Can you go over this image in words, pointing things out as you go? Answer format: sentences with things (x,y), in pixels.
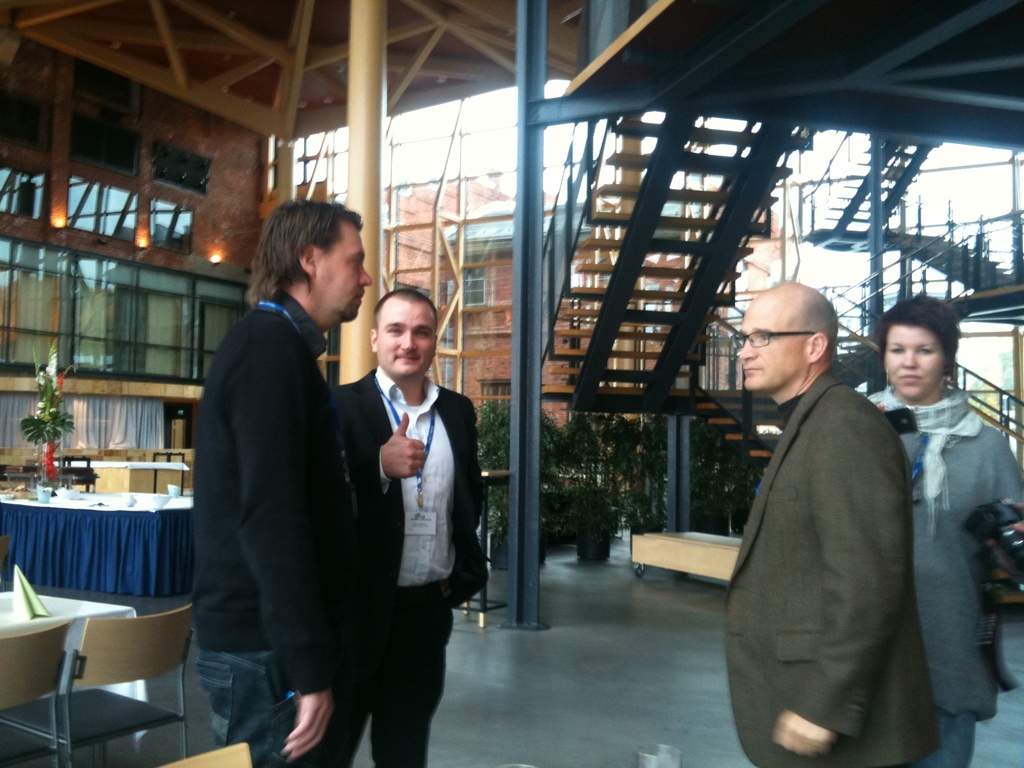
In this picture we can see all are standing on the floor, and at back (151,554) here is the table (143,540) and some objects (124,504) on it, and here is the staircase (627,214), and here is the pillar (351,184), and here are the trees (591,460).
